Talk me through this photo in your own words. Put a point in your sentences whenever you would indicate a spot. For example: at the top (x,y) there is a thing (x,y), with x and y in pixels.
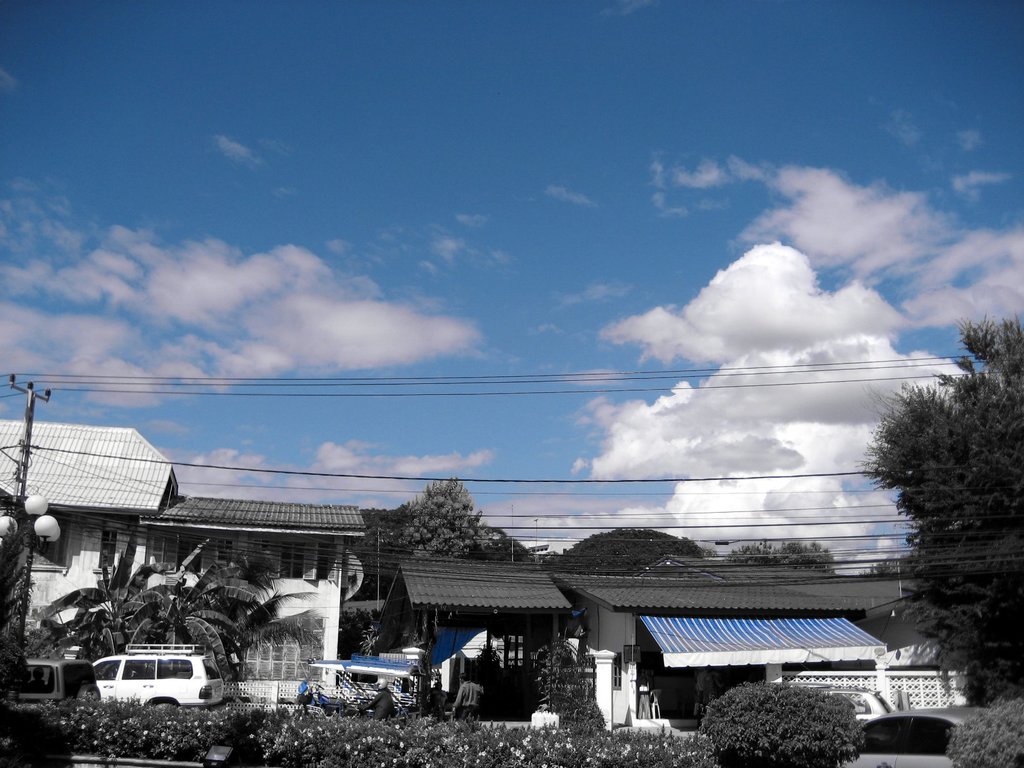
This is a black and white picture except blue color. I can see houses (80,509), some light poles (24,523), electric poles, cars (182,675), trees (180,619) and plants (258,729) from the center to the bottom of the image (122,715). At the top of the image (87,256) I can see the sky (487,293).
